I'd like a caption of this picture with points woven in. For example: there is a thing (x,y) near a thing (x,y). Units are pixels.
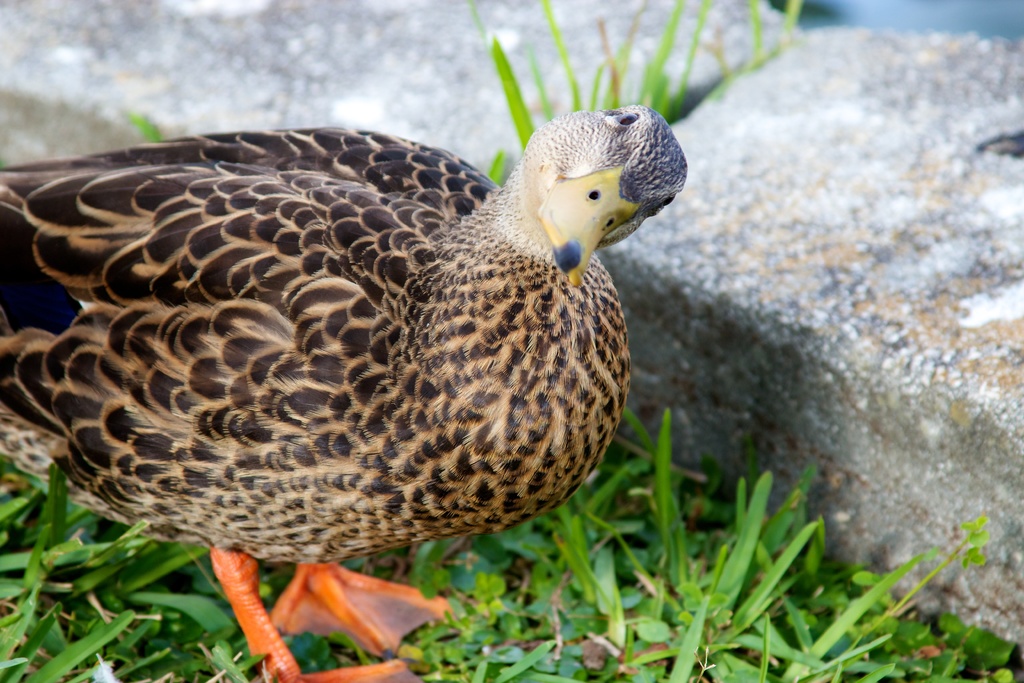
In the center of the image (451,256) there is a bird (207,366) standing on the grass (591,597). In the background (962,196) we can see stones (712,59).
